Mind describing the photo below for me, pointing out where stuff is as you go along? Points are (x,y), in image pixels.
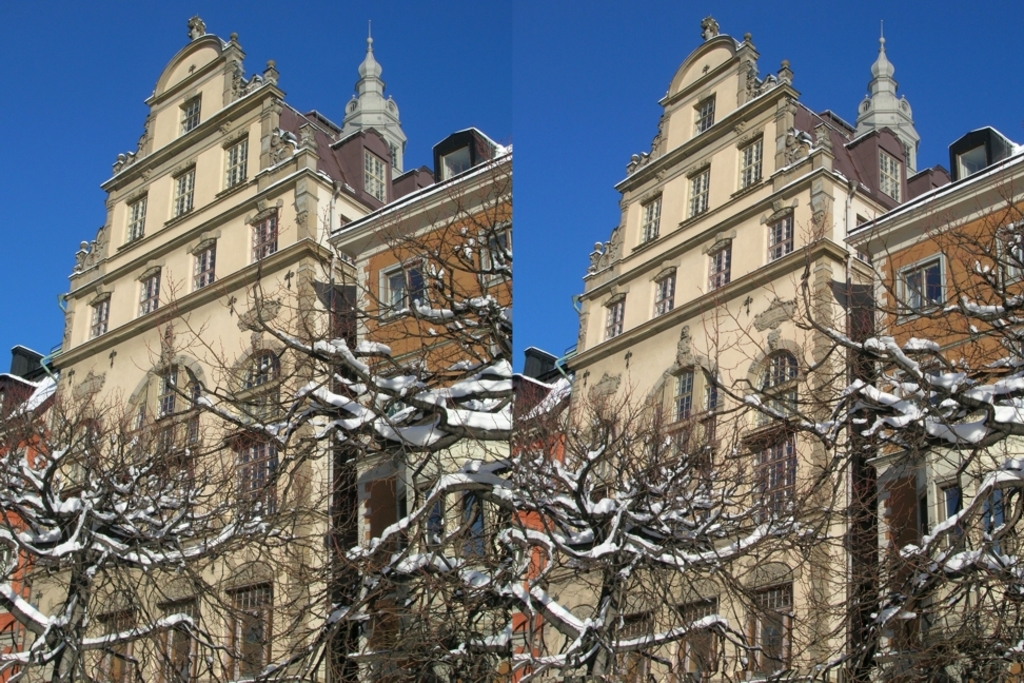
This picture is a collage of two images. We can observe trees (131,506) and cream color building (197,214) in the two images. There is some snow (436,430) on the trees (113,509). In the background (67,184) there is a sky (508,104).
